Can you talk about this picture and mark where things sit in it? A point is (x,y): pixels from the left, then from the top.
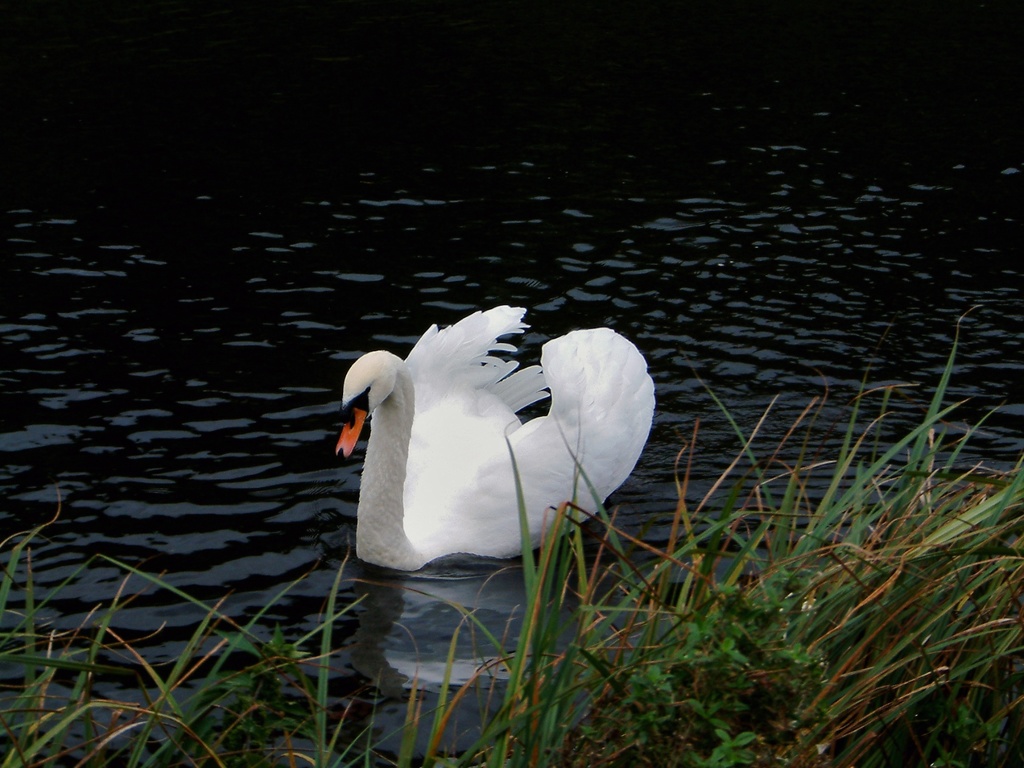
In this picture I can see the grass (955,741) in front (970,711) and in the background (182,205) I can see the water (10,494) on which there is a swan (491,343).
